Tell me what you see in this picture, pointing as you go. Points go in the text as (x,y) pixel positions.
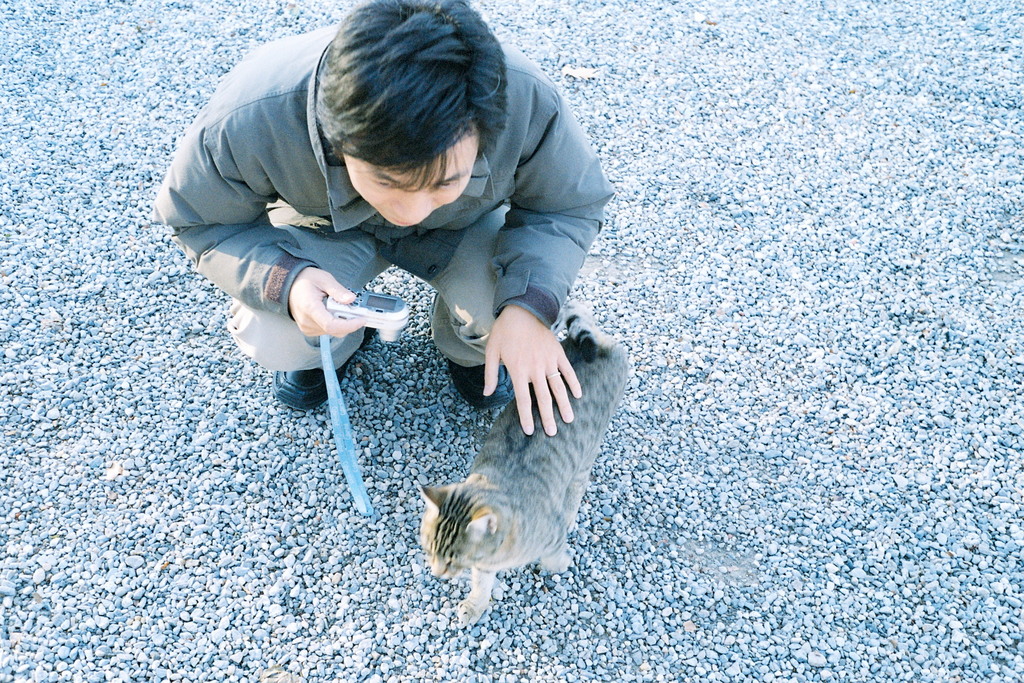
In this picture we can see a man (378,263) holding a camera (356,305) with his hand (342,334) and in front of him we can see a cat (478,607), standing on the ground (796,464).
